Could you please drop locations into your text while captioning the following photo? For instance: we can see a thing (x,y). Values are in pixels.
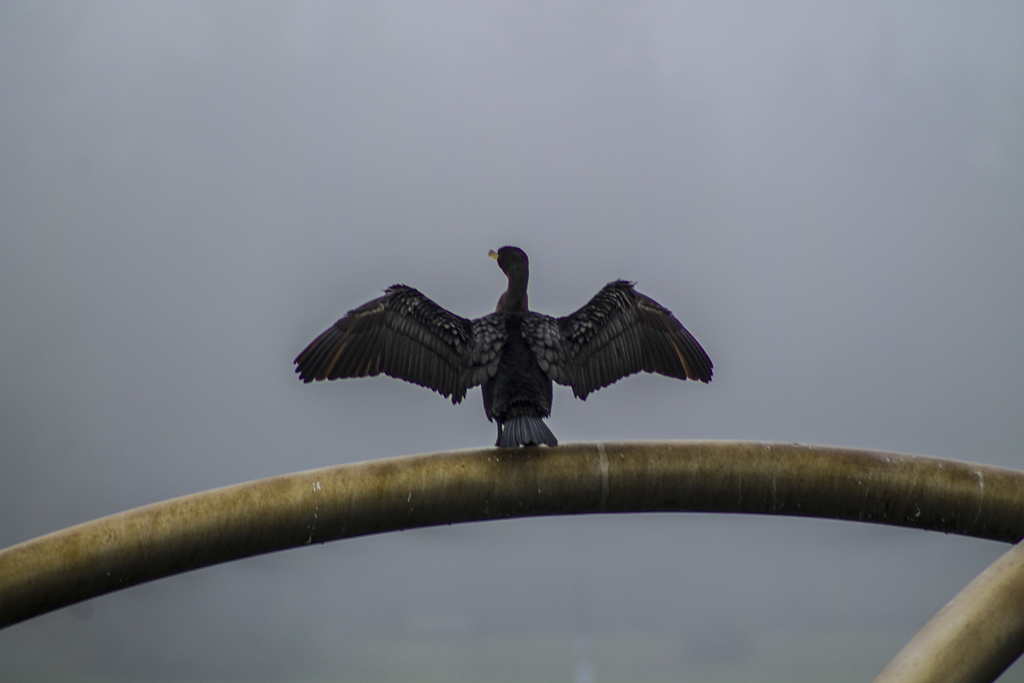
In this picture we can observe a bird (512,357) which is in black color, on the railing (484,504) which is in gold color. In the background (271,193) there is a sky (270,208).
